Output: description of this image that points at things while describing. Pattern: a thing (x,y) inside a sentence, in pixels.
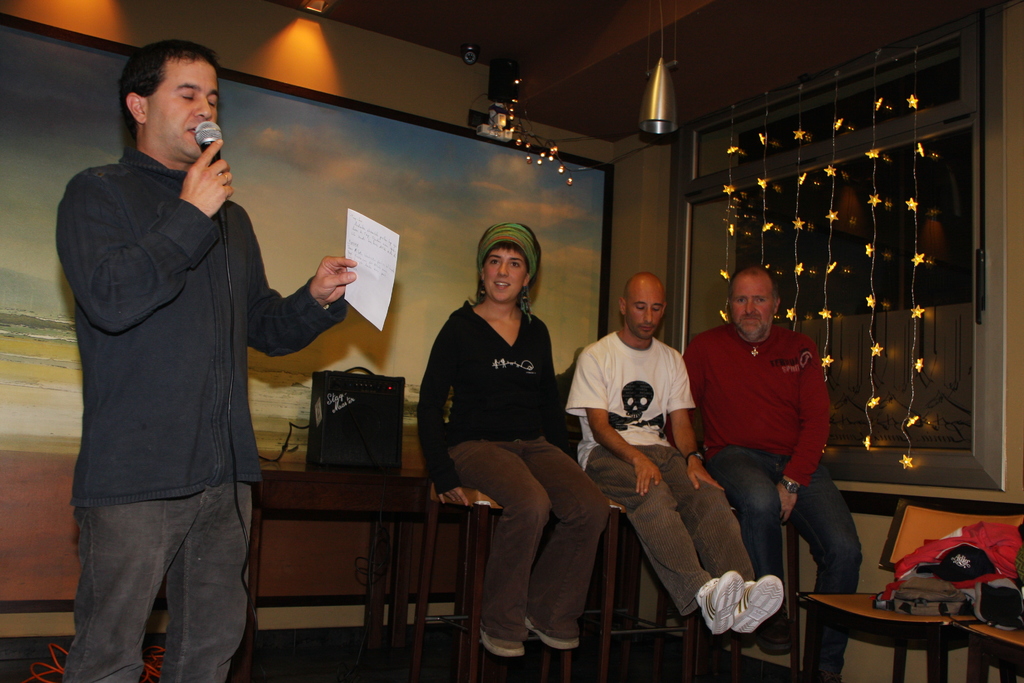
This picture is clicked inside the room (745,673). On the right corner (998,608) we can see there are some objects (908,609) placed on the top of the chairs (976,644) and we can see the objects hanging on the roof (831,55) and we can see the group of persons (622,376) wearing t-shirts (622,376) and sitting on the stools (614,505) and at the top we can see the decoration lights (510,131) and some other objects (505,84). On the left (150,185) we can see a person (146,437) wearing shirt (203,324), holding a microphone (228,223) and a paper (349,255) and standing. In the background (366,176) we can see the picture (356,165) of a water body (305,390) and the sky (387,178), we can see an object (354,457) placed on the top of the table (410,511) and we can see some other objects (862,304).
